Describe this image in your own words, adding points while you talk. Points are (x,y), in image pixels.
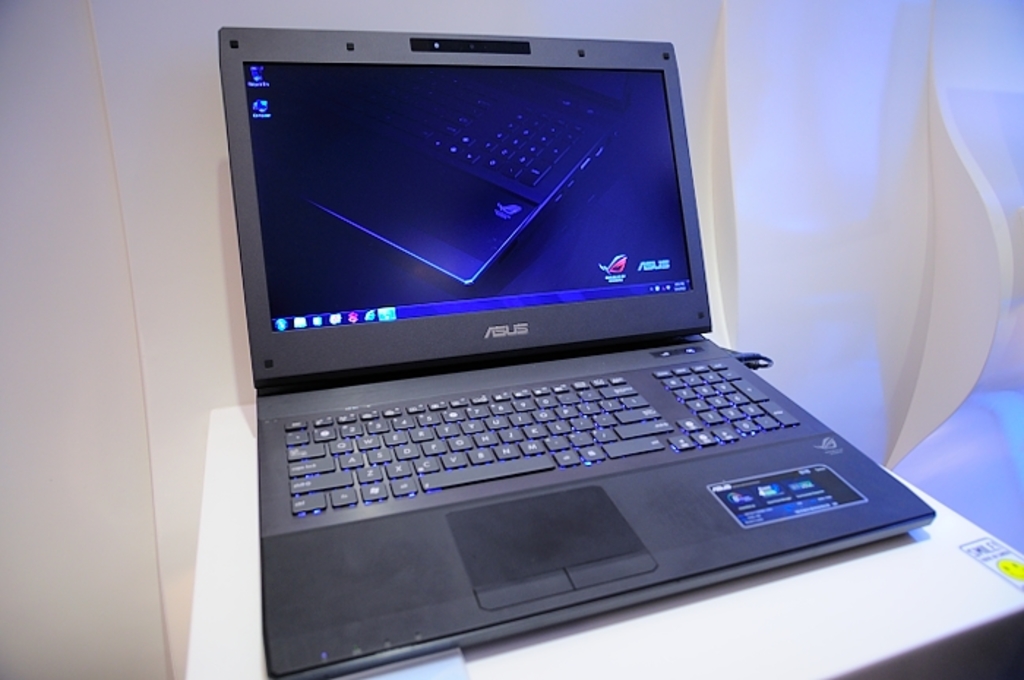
In this image, we can see a laptop (338,480) on a white colored object (946,637). In the background (814,260), we can see the wall (819,276).
